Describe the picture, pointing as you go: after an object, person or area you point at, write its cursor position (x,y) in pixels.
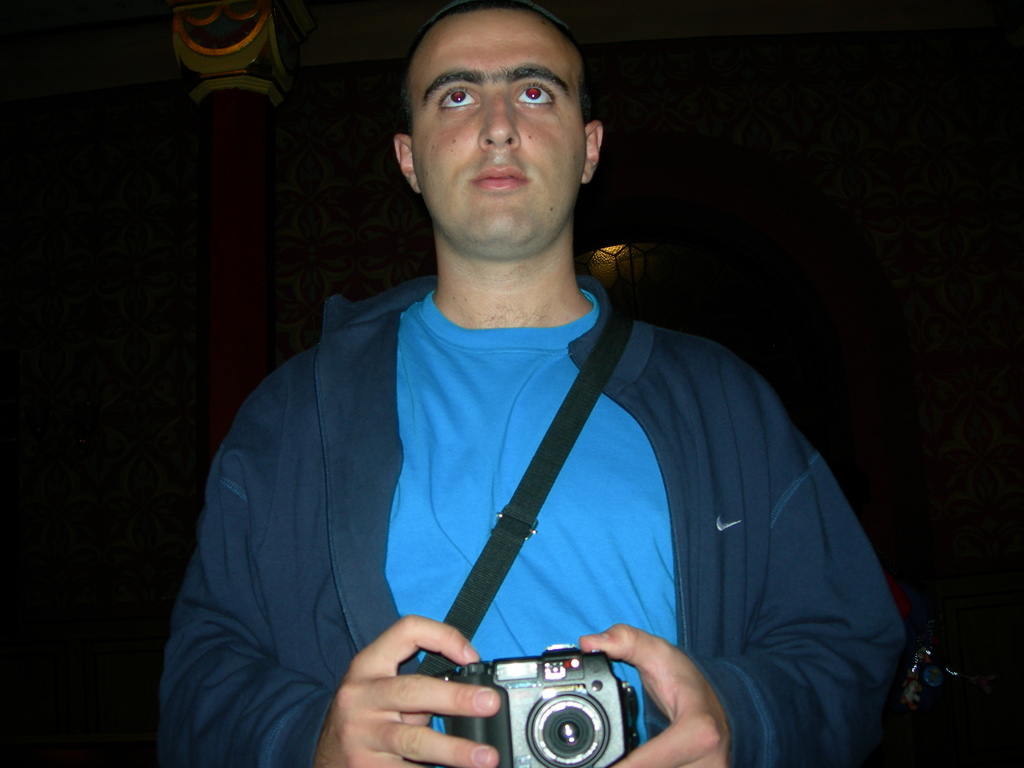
In this picture a man (847,687) is standing and holding the camera (469,731) with both hands (700,691) and he is wearing a jacket (678,349).
